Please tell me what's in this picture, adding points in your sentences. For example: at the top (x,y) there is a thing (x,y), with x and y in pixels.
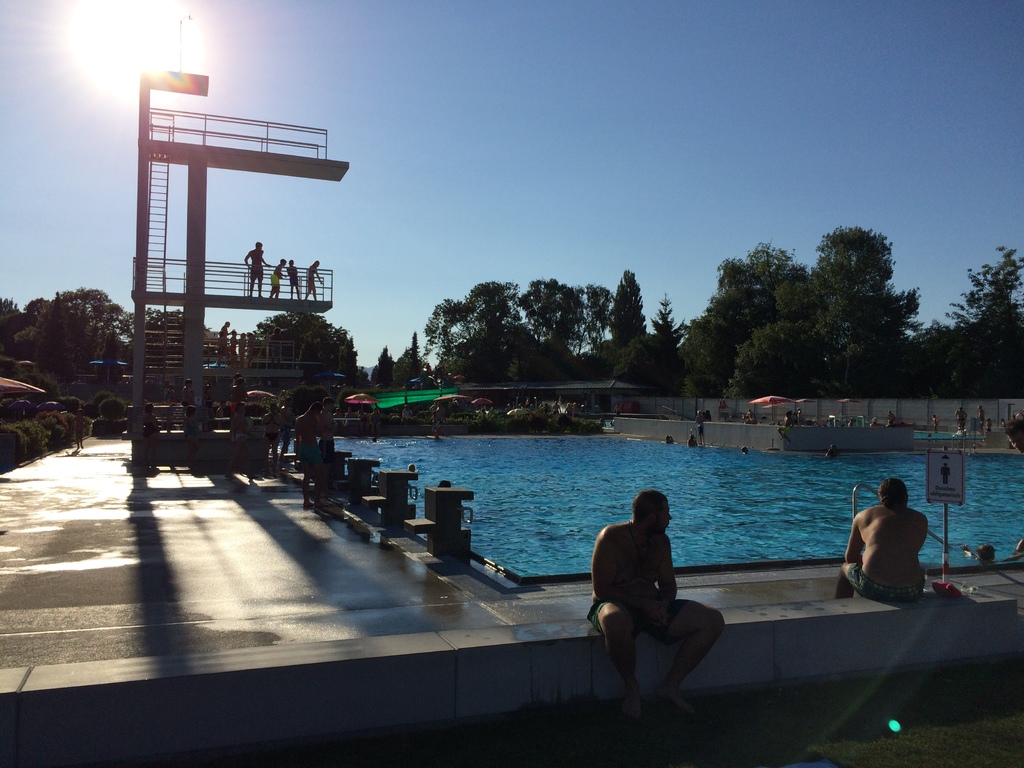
In this image there is a swimming pool (540,469), there are a few people (273,274) standing on the metal structure (204,197), beneath that there are a few more people (317,427) standing and a few (893,597) are sitting, there is a board (932,499) with some text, in the background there are a few canopy's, beneath that there are few people (965,408), there are trees (845,329) and the sky (511,70).
